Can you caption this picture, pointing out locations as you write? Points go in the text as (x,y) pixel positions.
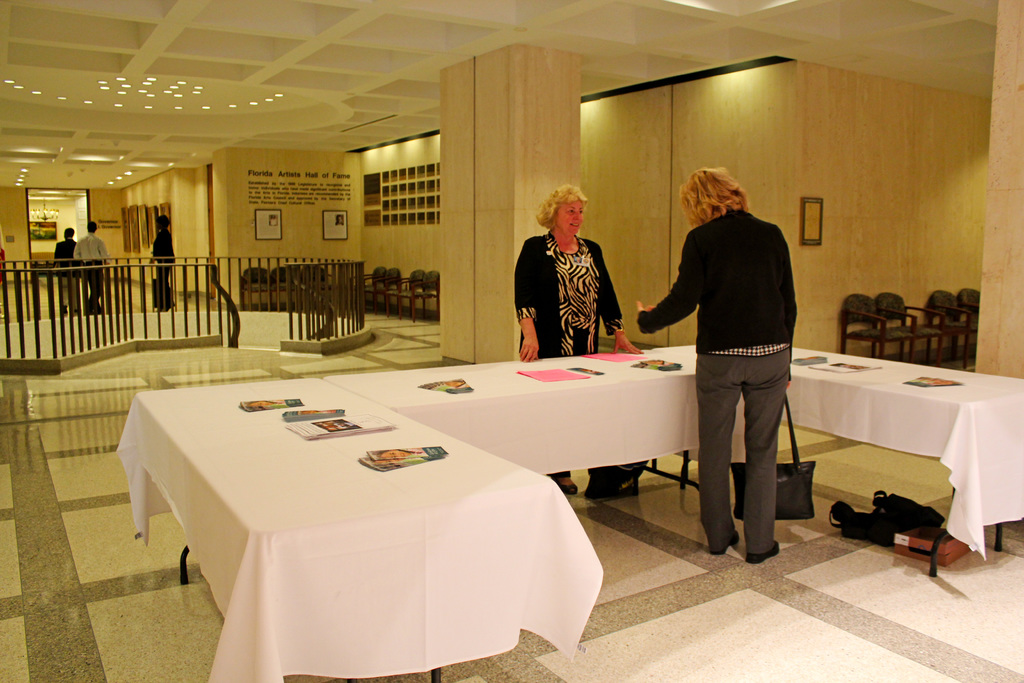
This picture is clicked inside the building (478,349). On the right (716,213) we can see the two persons (702,326) standing on the ground (797,545) and we can see a bag (844,507) and some other objects (880,510) are placed on the ground (994,611) and we can see the tables (971,418) on the top of which books (335,414) and papers (322,426) are placed and we can see the chairs (973,323), deck rail (324,264), picture frames (271,228), text (279,188) on the wall (227,223), group of persons (71,251), chandelier (52,205). At the top (365,40) there is a roof (377,44) and we can see the ceiling lights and some other objects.
